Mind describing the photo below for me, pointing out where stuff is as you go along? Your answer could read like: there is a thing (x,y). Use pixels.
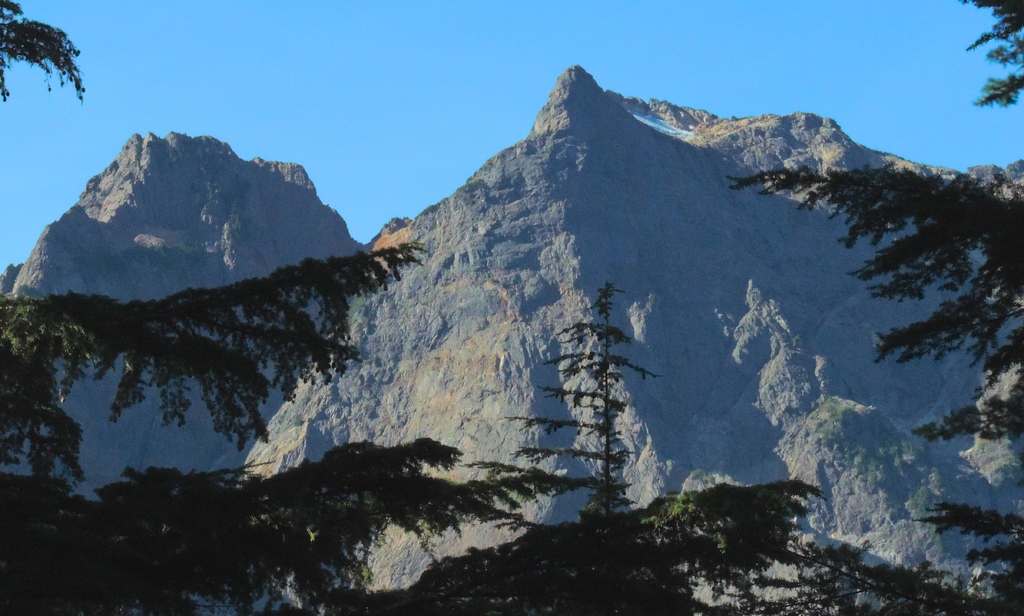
In Front of the picture there are trees (644,547). We can see mountains (599,208) here and on the background (454,61) there is a sky (363,56).
